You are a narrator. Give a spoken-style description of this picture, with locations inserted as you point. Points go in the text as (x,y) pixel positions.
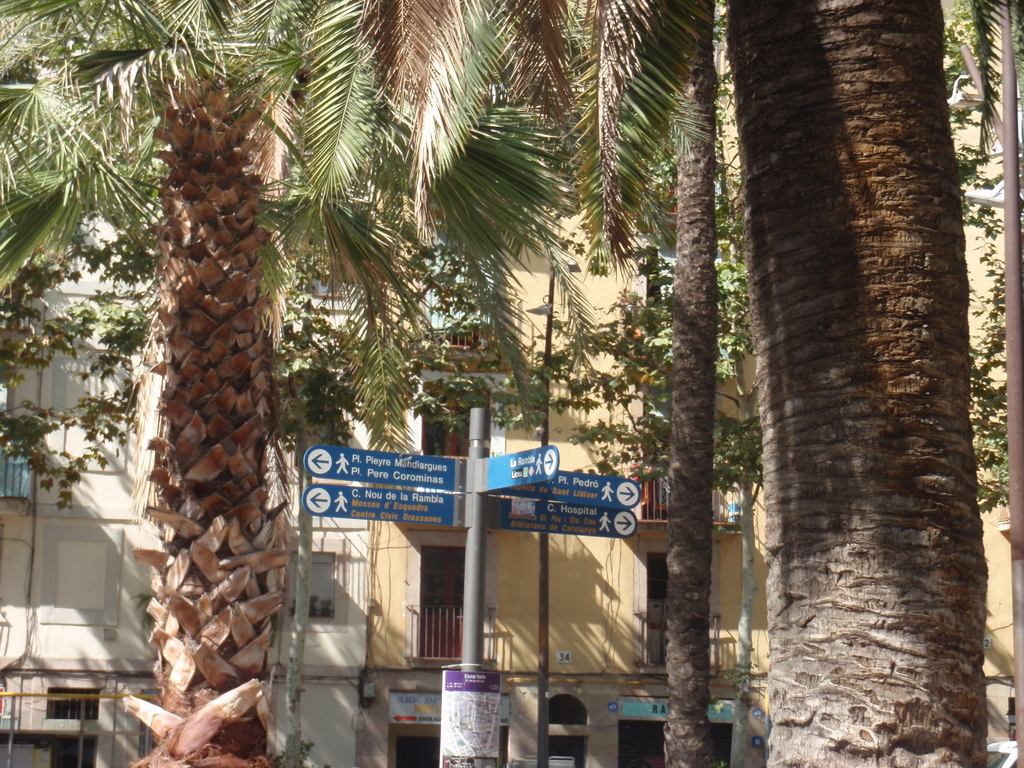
In this picture we can see a few signboards (414,513) on the poles (473,541). There are some trees (785,252) and buildings (658,672) in the background (562,124).
